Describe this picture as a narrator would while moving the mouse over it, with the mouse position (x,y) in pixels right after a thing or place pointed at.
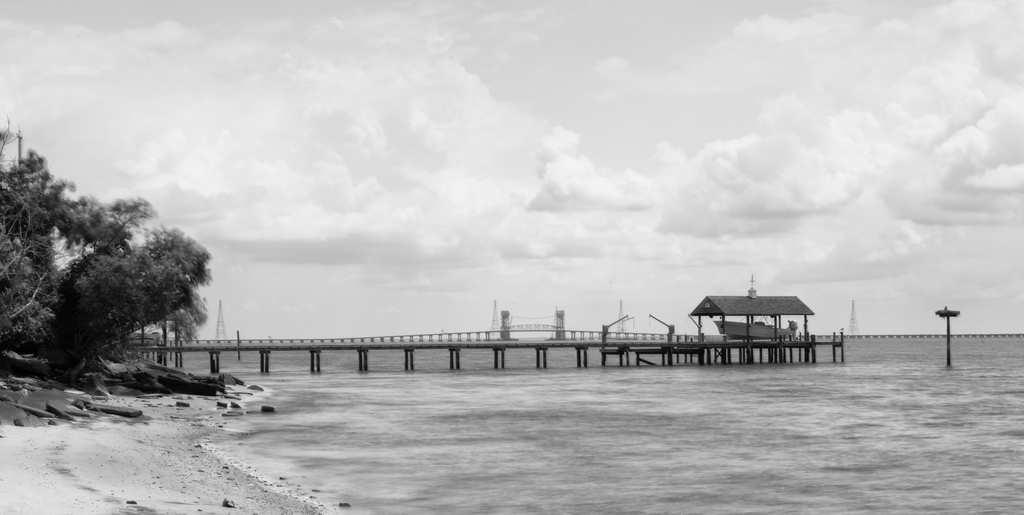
This picture is clicked outside. In the foreground (458,491) we can see the water body (692,400) and the rocks (181,387). On the left (111,309) we can see the trees (189,305). In the center (380,342) we can see the bridge (747,349) and a gazebo (726,307) and the metal rods (607,323). In the background (248,211) we can see the sky (459,97) which is full of clouds (474,160) and we can see some other items (787,332).
